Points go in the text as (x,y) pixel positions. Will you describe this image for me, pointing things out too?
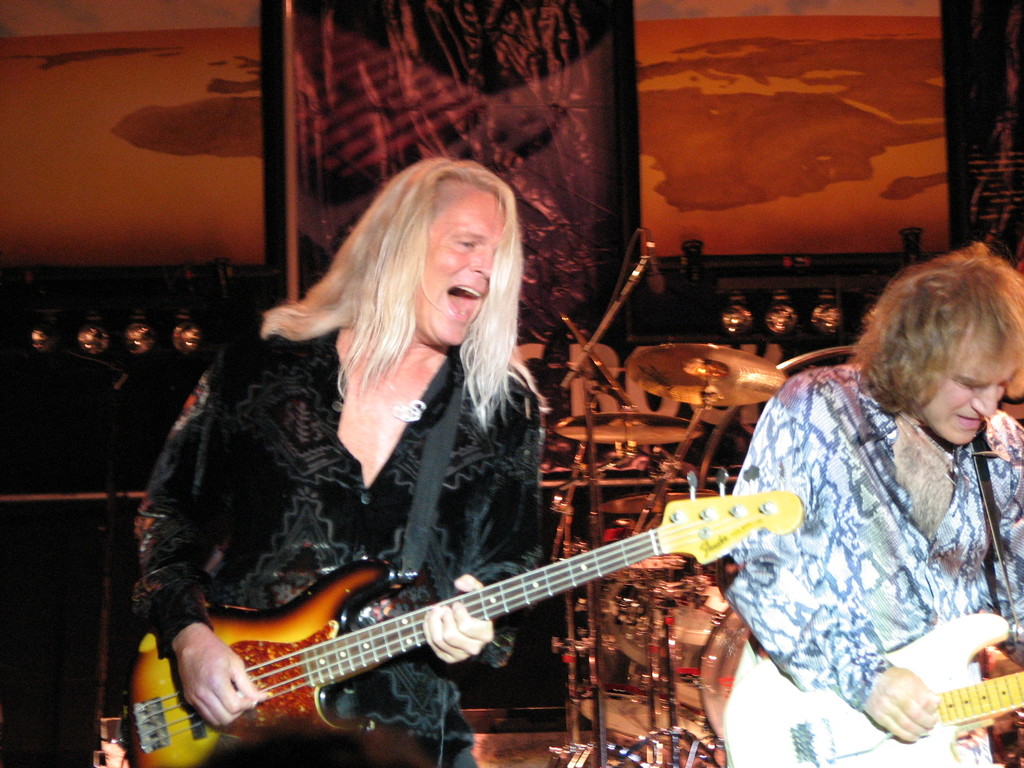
This man (404,370) wore guitar (392,566) and singing. Beside this person (462,466) another person (834,603) is also playing a guitar (962,701). Far these are musical instruments (630,447).
